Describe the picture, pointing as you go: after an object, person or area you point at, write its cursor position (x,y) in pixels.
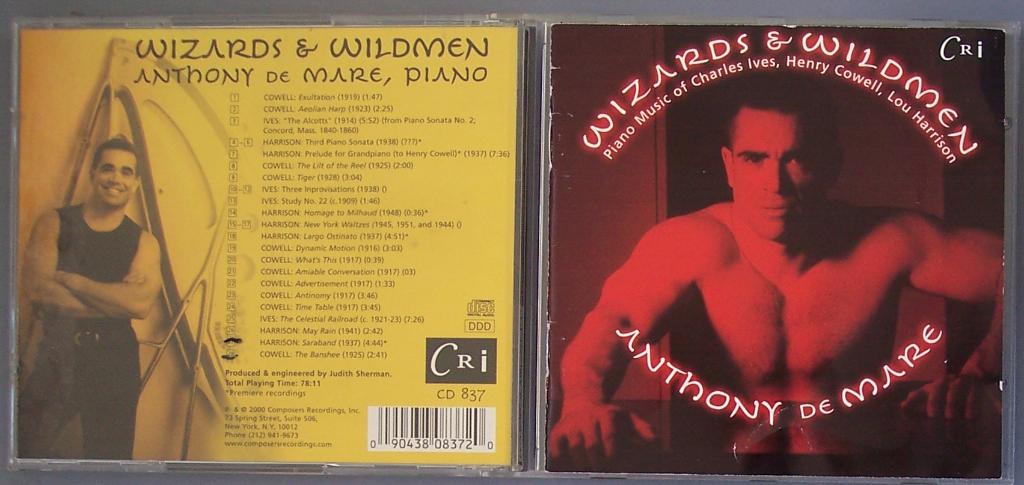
In the foreground of this picture (612,246), there is a CD cover (706,288) and on the left (90,288), there is a man (97,356) standing and having smile on his face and some text (276,260) written beside him. On the right of the image (831,307), there is a man (826,259) and some text (907,107) written on the top (940,101) and the bottom.
